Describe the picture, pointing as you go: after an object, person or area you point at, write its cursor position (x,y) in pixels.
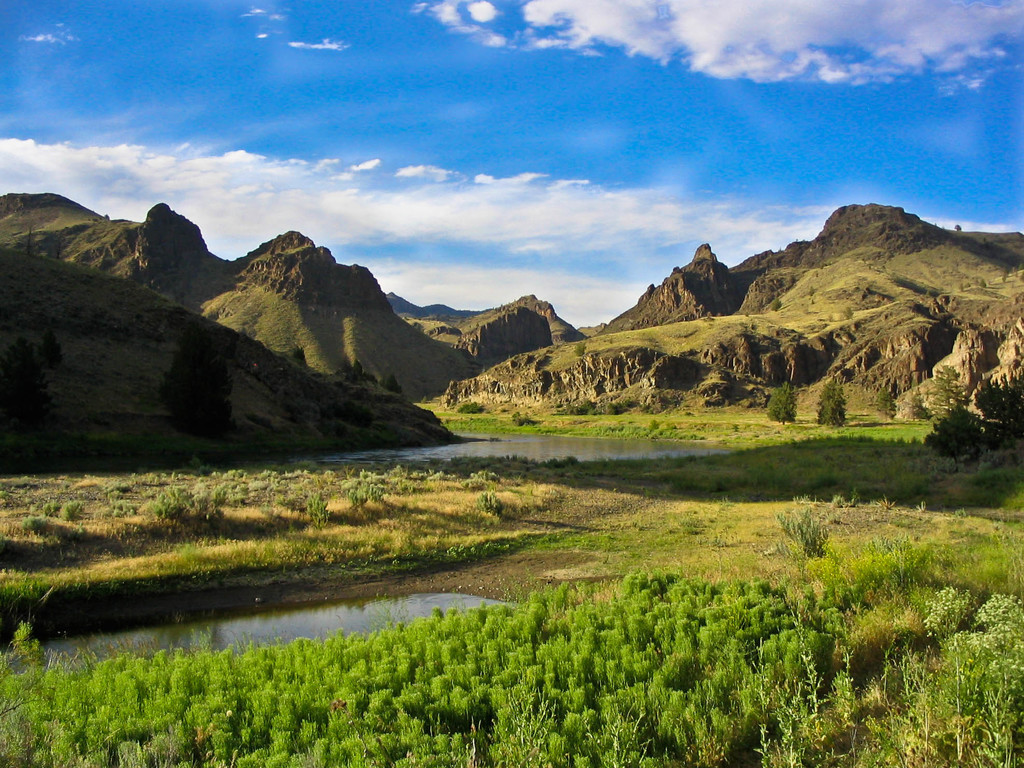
In this image there are hills (698,317). At the bottom (550,733) there is grass (928,662) and plants (906,653). We can see water (308,615). In the background (497,159) there is sky (437,92).
